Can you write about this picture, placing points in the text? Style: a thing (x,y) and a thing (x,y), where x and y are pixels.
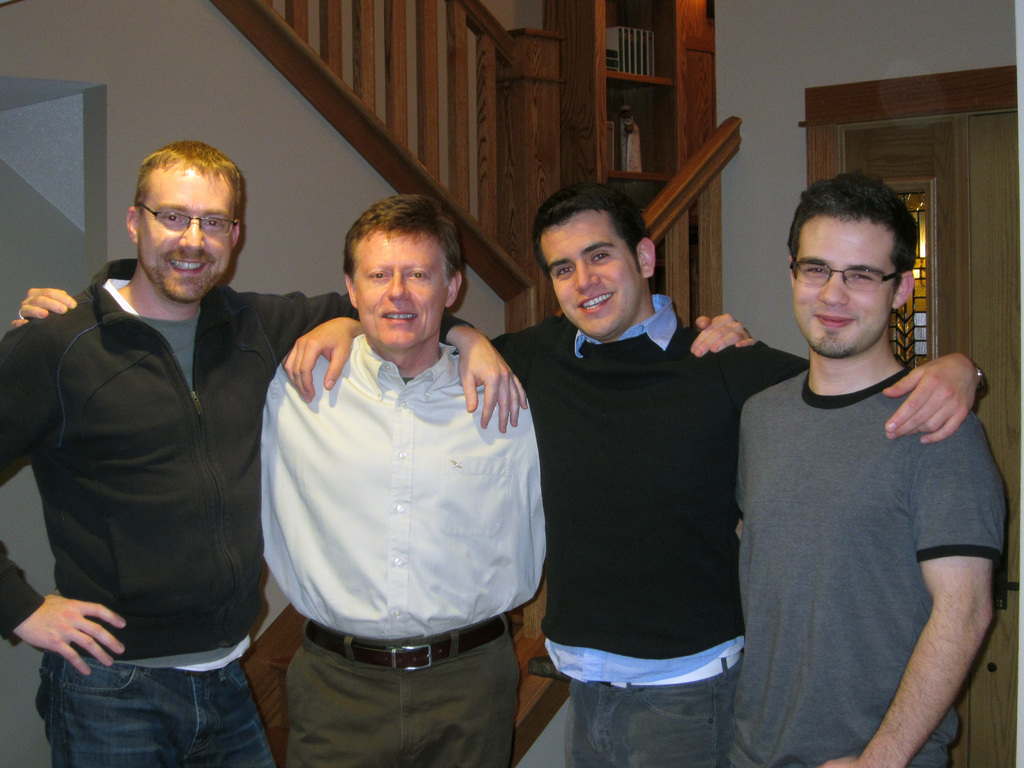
In this picture there is a group of men (264,392) standing, smiling and giving a pose into the camera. Behind there is a wooden railing (530,115) and a door (928,128).
